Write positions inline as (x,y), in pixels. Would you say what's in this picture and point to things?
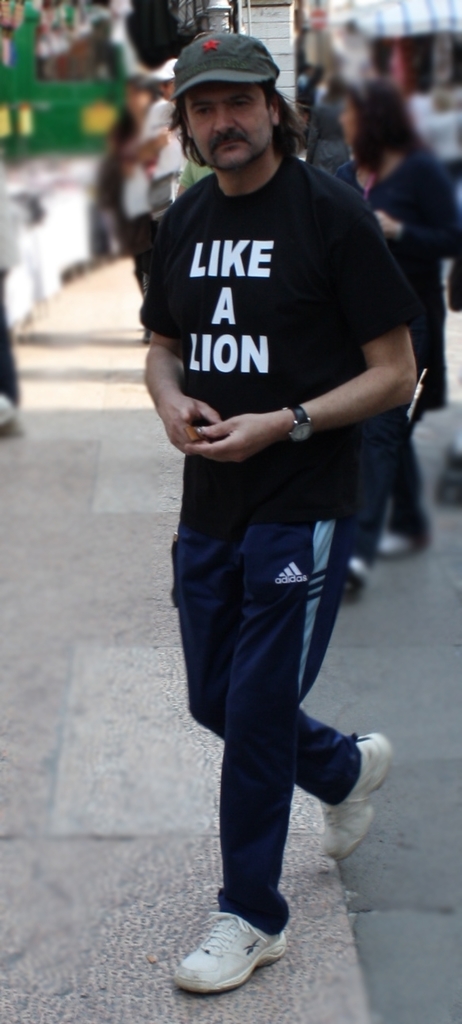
In the middle of this image (300,529), there is a person (267,600) in black color t-shirt (308,295), walking on a footpath (336,709). In the background (405,263), there are other persons (104,194). And background (70,8) is blurred.
